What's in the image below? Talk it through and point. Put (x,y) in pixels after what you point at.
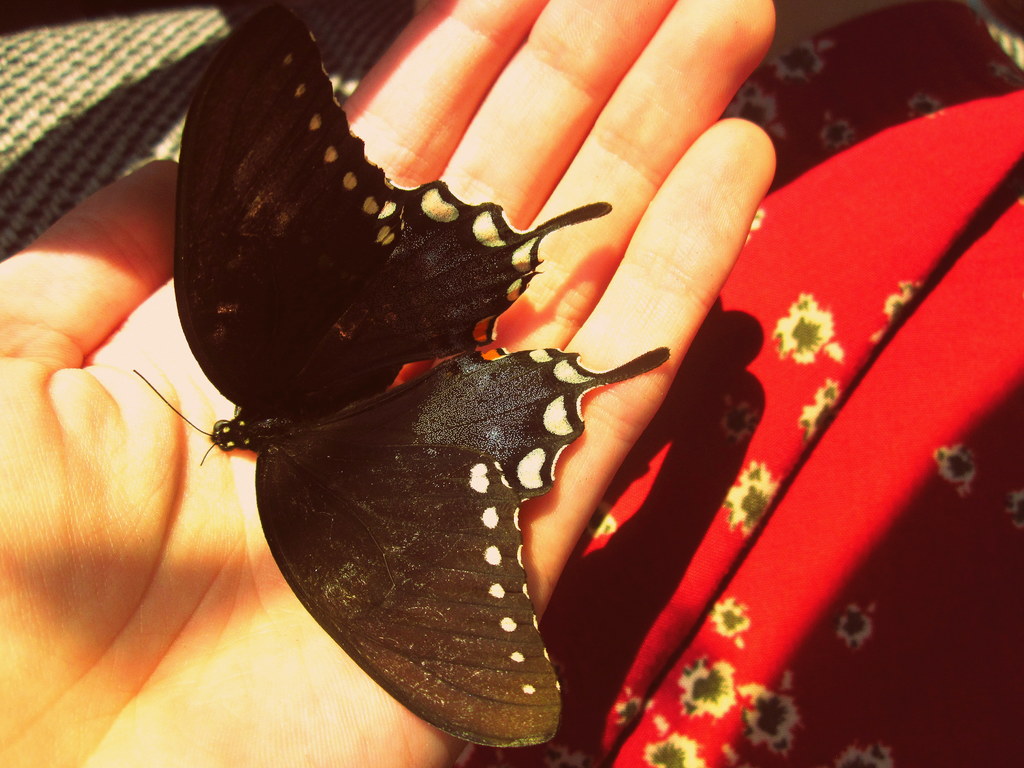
In this image I can see a butterfly (176,258) on the person (211,685) and, the butterfly (450,500) is in black color. Background (934,331) I can see the red color cloth (858,431).
